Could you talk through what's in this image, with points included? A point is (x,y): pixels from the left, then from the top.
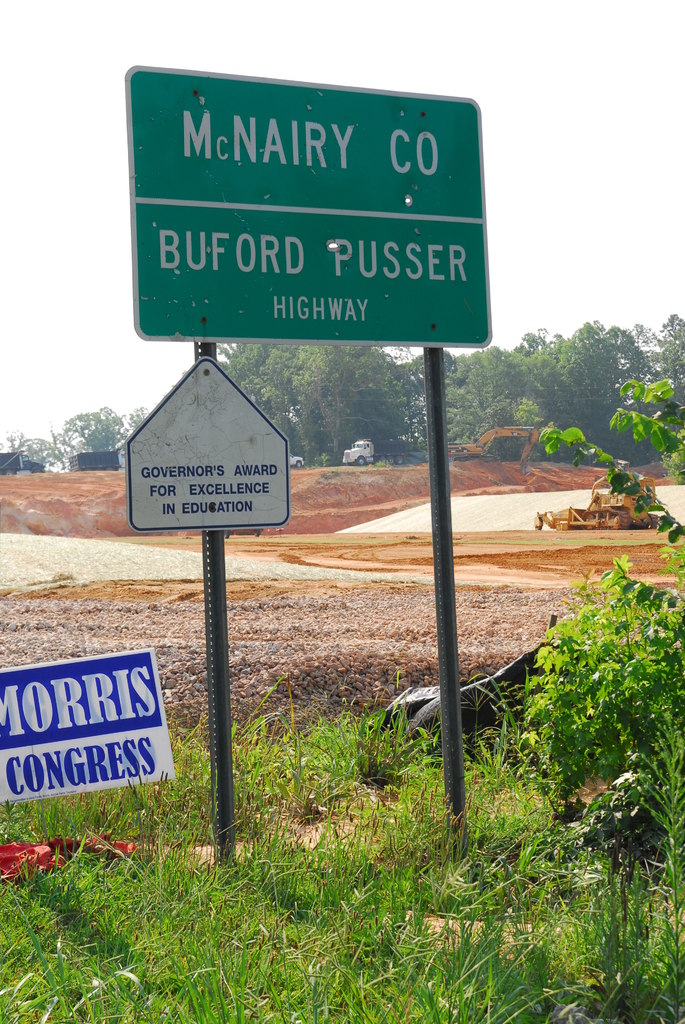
In this image we can see poles (438,445) with a board (306,169) and another board (192,454). On the ground (264,816) there are plants (421,841). On the left side (122,704) there is a board (69,737) with something written. In the back (560,511) there are excavators (592,500) and vehicles (300,465). In the background (386,430) there are trees (286,399) and sky (486,76).
